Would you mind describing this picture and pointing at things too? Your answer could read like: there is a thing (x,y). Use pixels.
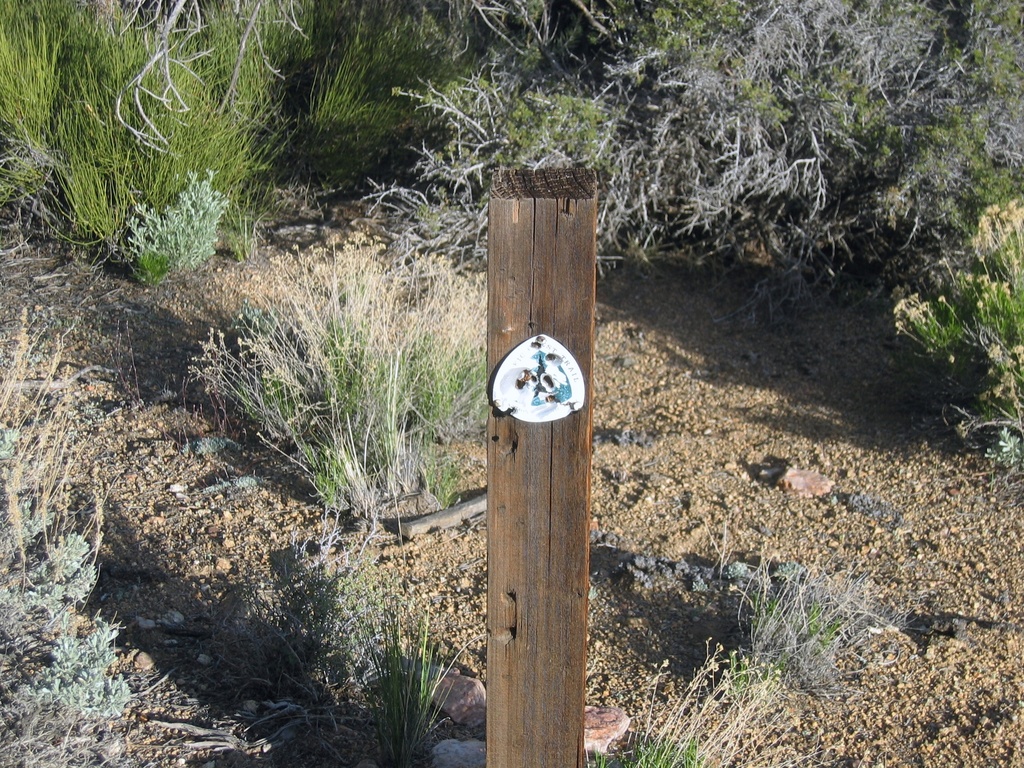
In this image we can see a wooden pole (525,676). Behind the pole (525,679), grass (333,333) and plants (843,145) are there on the land (754,454) and we can see some stone (446,685) also.
